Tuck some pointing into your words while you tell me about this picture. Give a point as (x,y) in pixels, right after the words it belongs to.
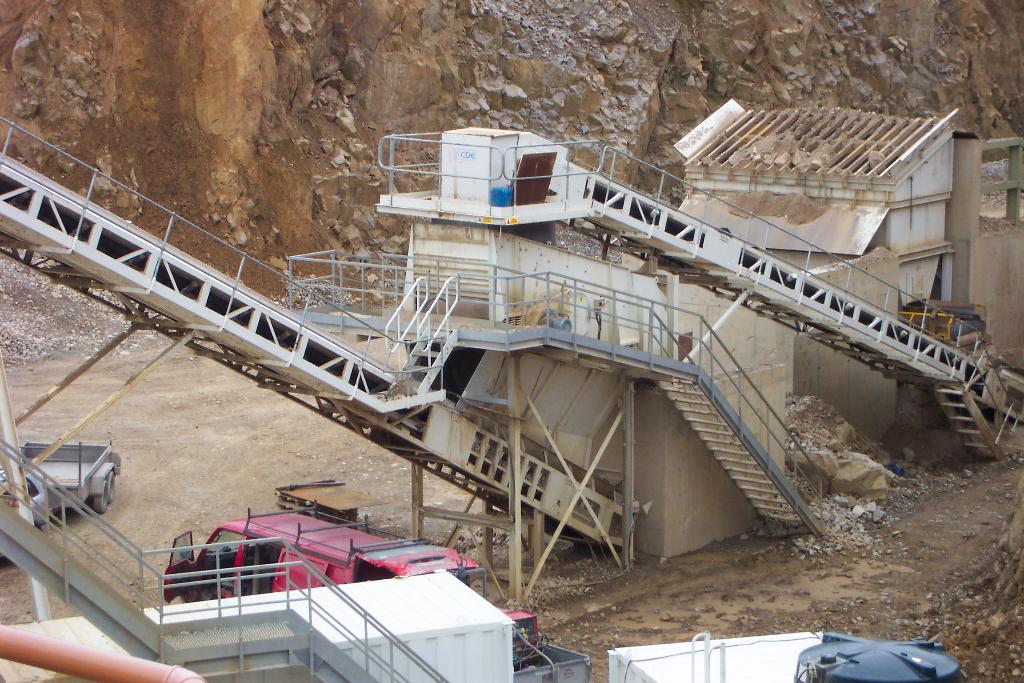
In this image we can see few vehicles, machinery (776,322), stairs (434,340), shed (737,667), stones (847,463), railing (721,666), a tank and the rock (760,103) in the background (858,60).
